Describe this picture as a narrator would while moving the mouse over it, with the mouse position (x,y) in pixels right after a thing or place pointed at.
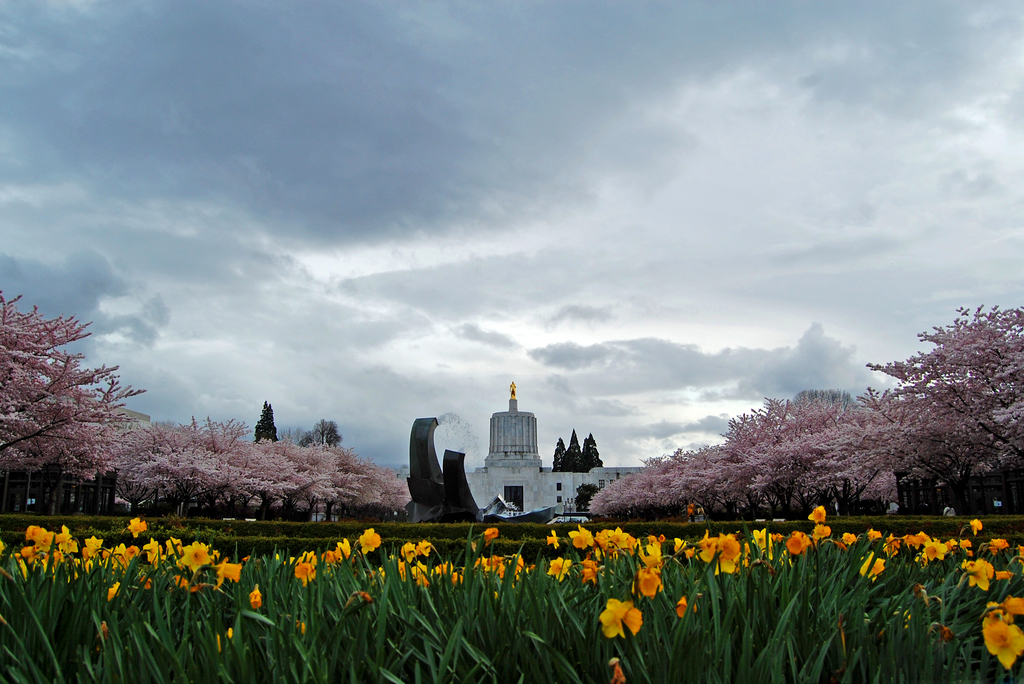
This image consists of a building (476,482), beside which there are many trees (842,446). At the bottom (356,553), there are flowers (745,562) along with plants (151,646). At the top (539,224), there are clouds (327,352) in the sky (432,412).
